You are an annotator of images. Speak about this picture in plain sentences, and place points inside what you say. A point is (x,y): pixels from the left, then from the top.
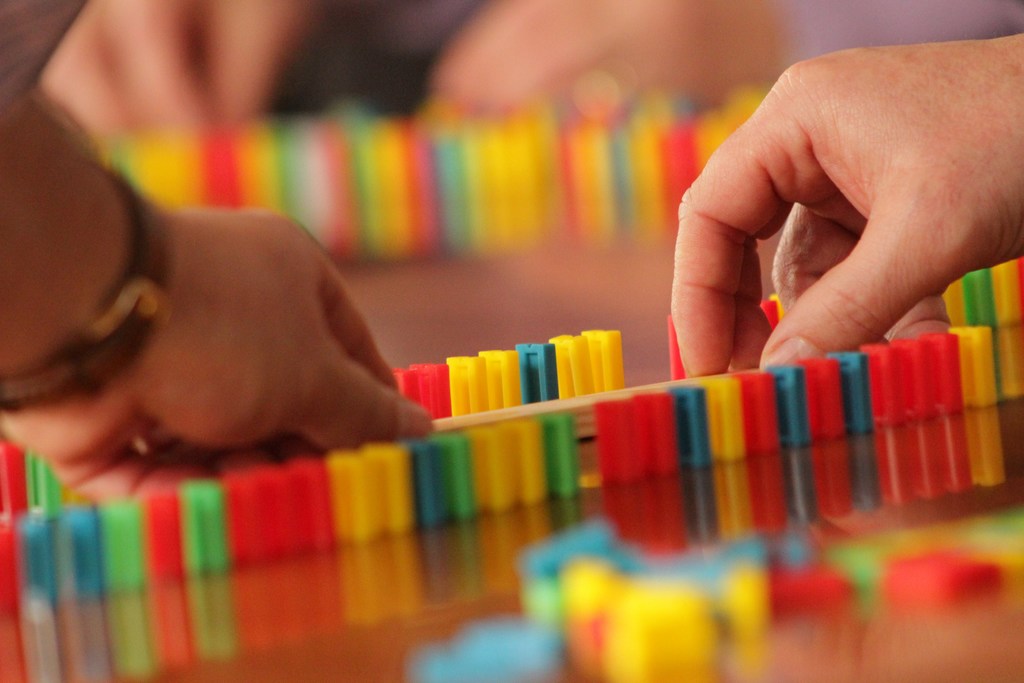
In this image I can see the person's hands (254,386) and I can see few objects (455,472) in multi color.
